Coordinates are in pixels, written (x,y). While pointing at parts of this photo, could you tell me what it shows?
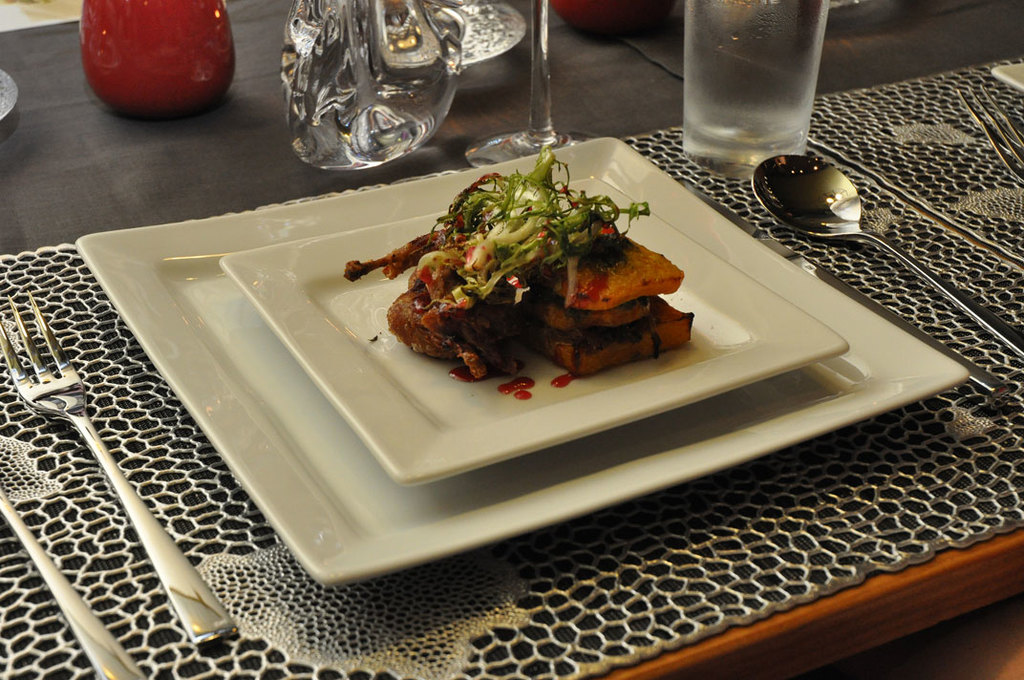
At the bottom of the image (56,499) there is a table (1001,595), on the table (180,180) there is a plate (316,234). In the plate (627,200) there is food (569,183). Surrounding the plate (576,158) we can see some spoons (1007,332), forks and glasses (496,40).
